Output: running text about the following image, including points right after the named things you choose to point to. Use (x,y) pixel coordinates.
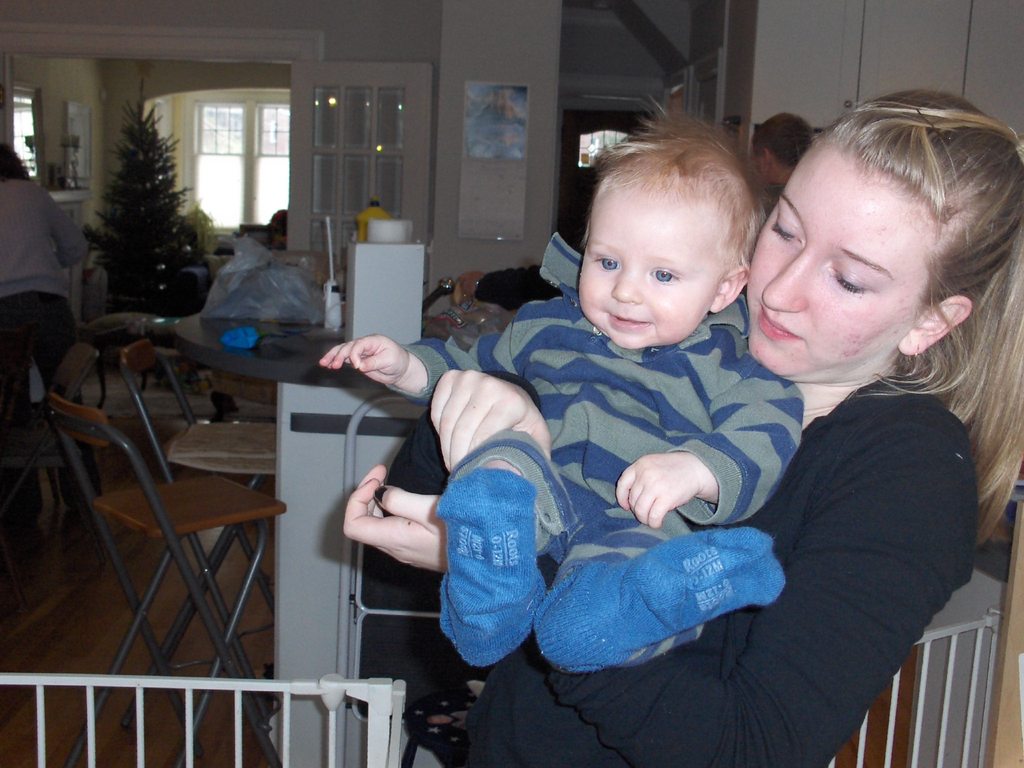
On the right side (884,405) there is a lady (702,637) holding a baby (527,522). Behind her there is a railing (388,733). In the back (93,401) there are chairs (104,411). On the left side (26,255) there is a person (42,248). And there is a table (313,339) with many items (300,306). In the back (388,124) there is a door (388,153), windows (223,171), Christmas tree (161,198) and a wall (476,77) with something hanged on it.
